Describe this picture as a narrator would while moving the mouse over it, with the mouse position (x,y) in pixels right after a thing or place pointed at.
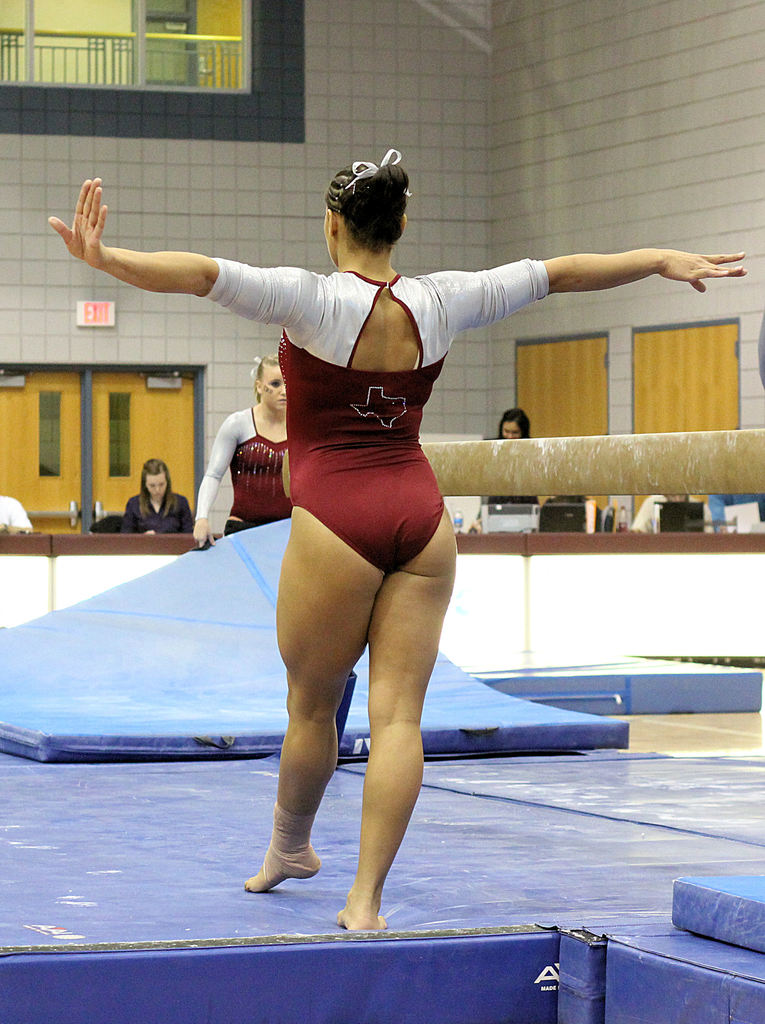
In this image, we can see a woman (281,845) standing on a blue object (330,871). In the background (360,678), we can see people (278,509), some objects (488,525), wall (121,332), door (121,465), sign board (111,321), glass object (71,68), railing (163,68) and few things (721,436).
